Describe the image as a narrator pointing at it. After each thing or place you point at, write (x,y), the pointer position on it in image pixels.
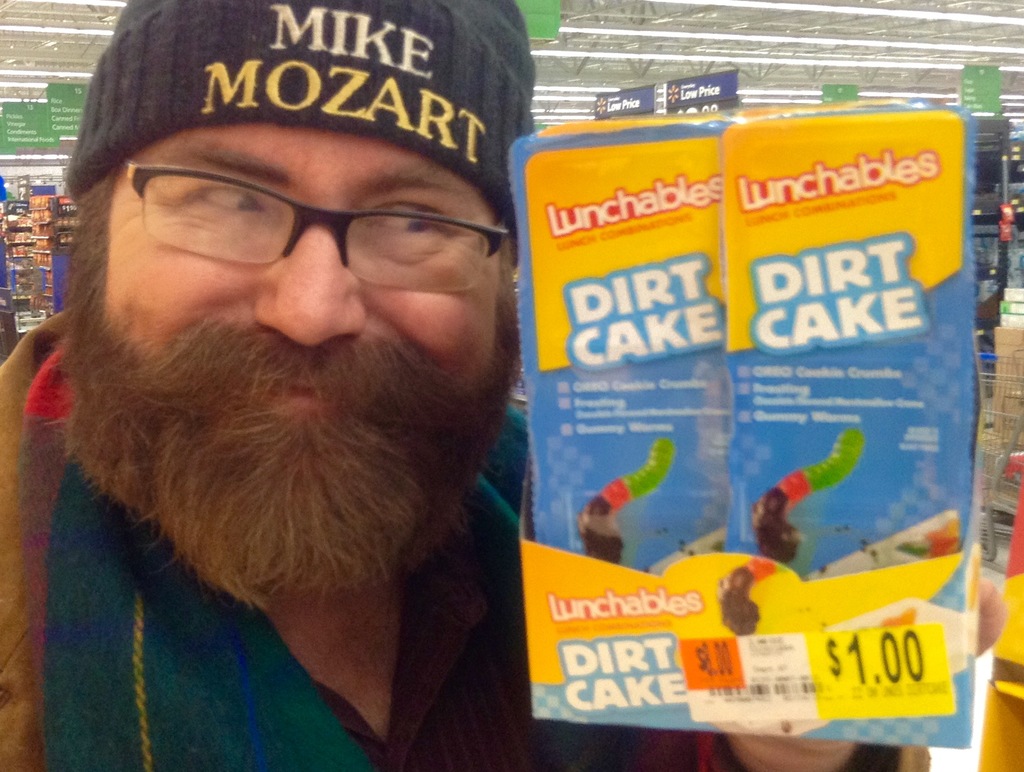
In this image I can see a person (49,496) holding few cardboard boxes (663,507) and the boxes (580,494) are in yellow and blue color. The person (137,590) is wearing green color scarf (176,658), background (35,275) I can see few objects (41,257), boards (28,119) in green color and I can see few lights (931,44).
